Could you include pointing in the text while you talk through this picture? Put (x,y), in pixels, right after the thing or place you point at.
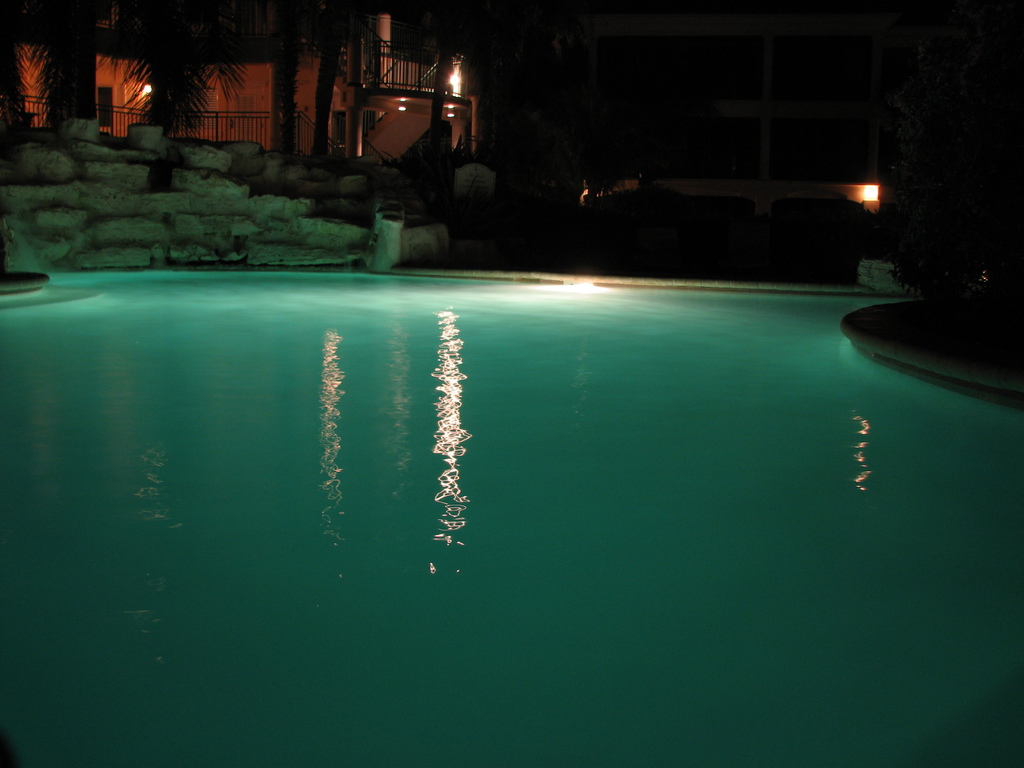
This image consists of buildings (452,115) at the top (696,72), water (364,465) in the middle (530,462). This looks like a swimming pool (316,549). There are trees (169,107) at the top (162,107).
